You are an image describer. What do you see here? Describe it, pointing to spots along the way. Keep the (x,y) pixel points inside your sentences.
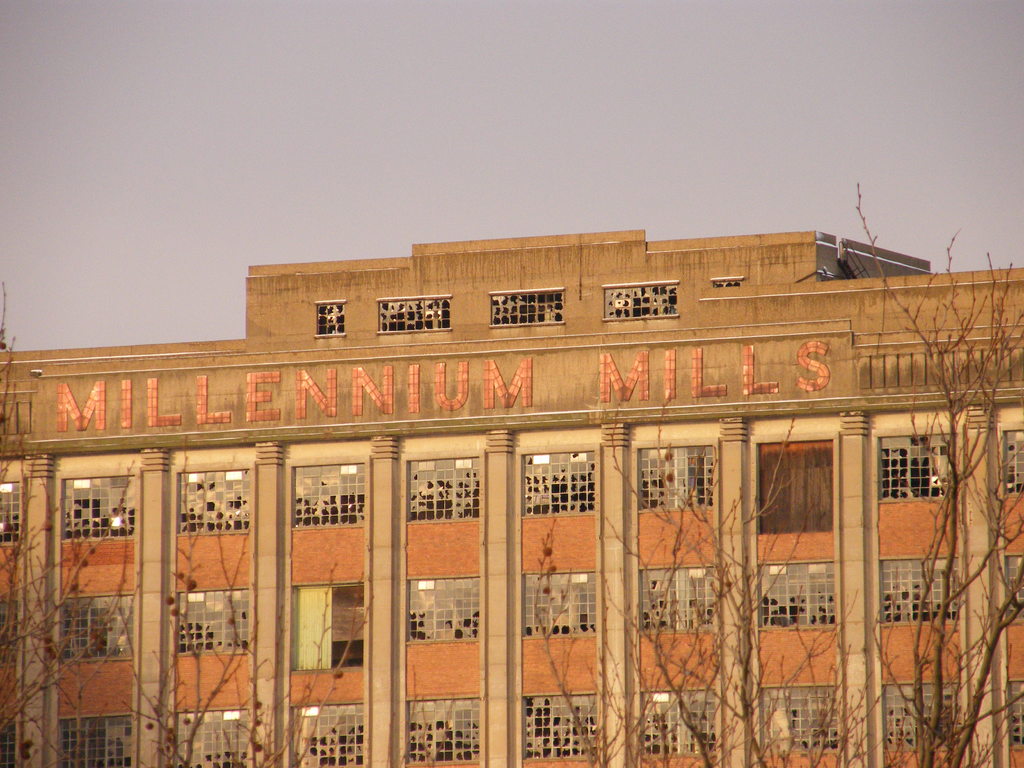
In this picture there is a building (285,621) in the center of the image (611,293), on which there are broken windows (538,488) and there are trees (971,706) at the bottom side of the image (724,643).
